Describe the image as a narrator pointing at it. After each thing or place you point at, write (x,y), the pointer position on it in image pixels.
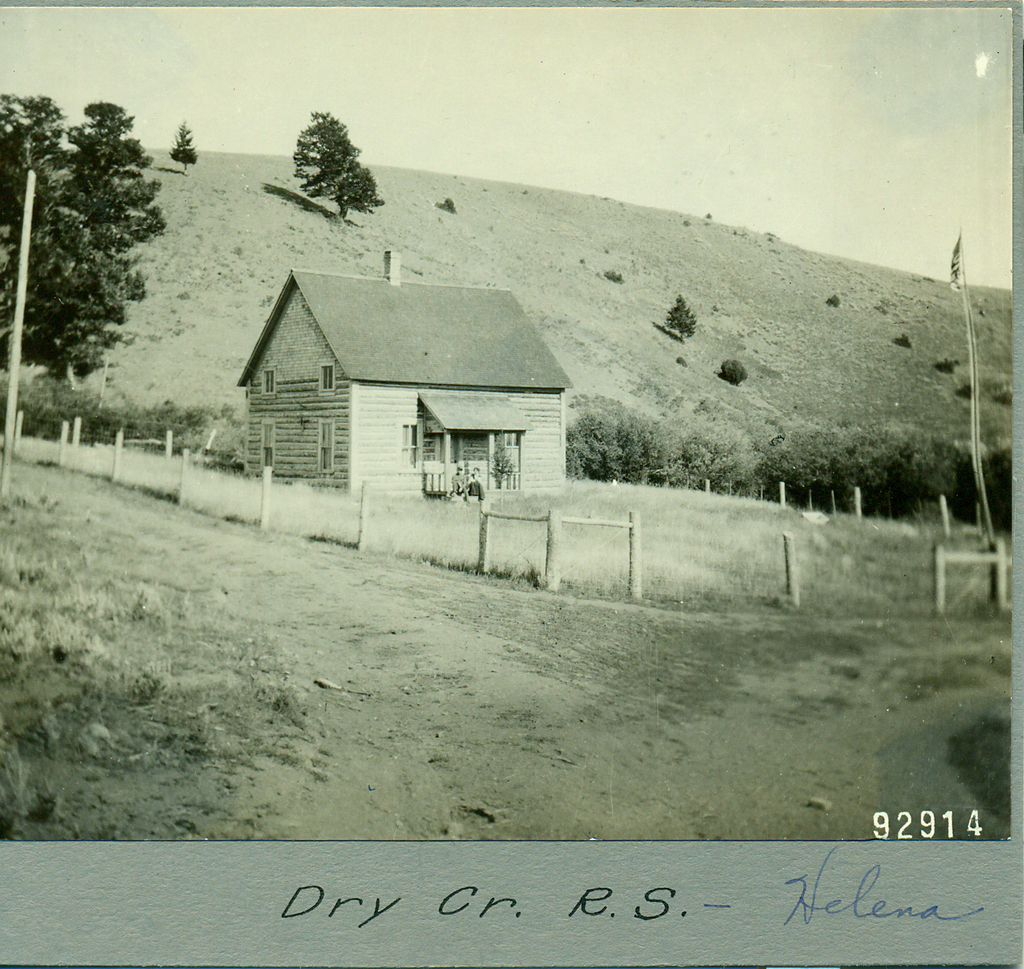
In this picture I can see a image (648,597) on the paper (957,878), there is a house (441,493), grass (468,516), hill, there are wooden poles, plants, trees (90,121), and in the background (663,99) there is the sky (769,110) and there are numbers (952,818) on the image (663,741), and there are words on the paper (124,874).
